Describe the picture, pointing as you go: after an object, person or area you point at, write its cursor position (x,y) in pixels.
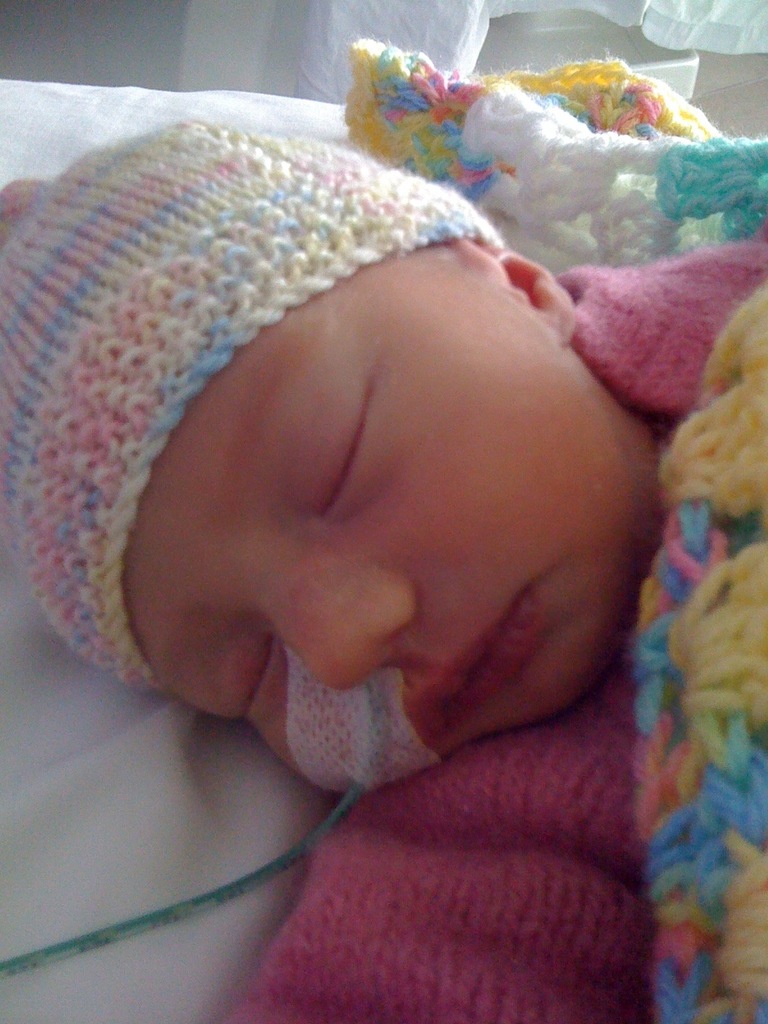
In this image I can see a kid (449,570) wearing a woolen cap (180,317).
